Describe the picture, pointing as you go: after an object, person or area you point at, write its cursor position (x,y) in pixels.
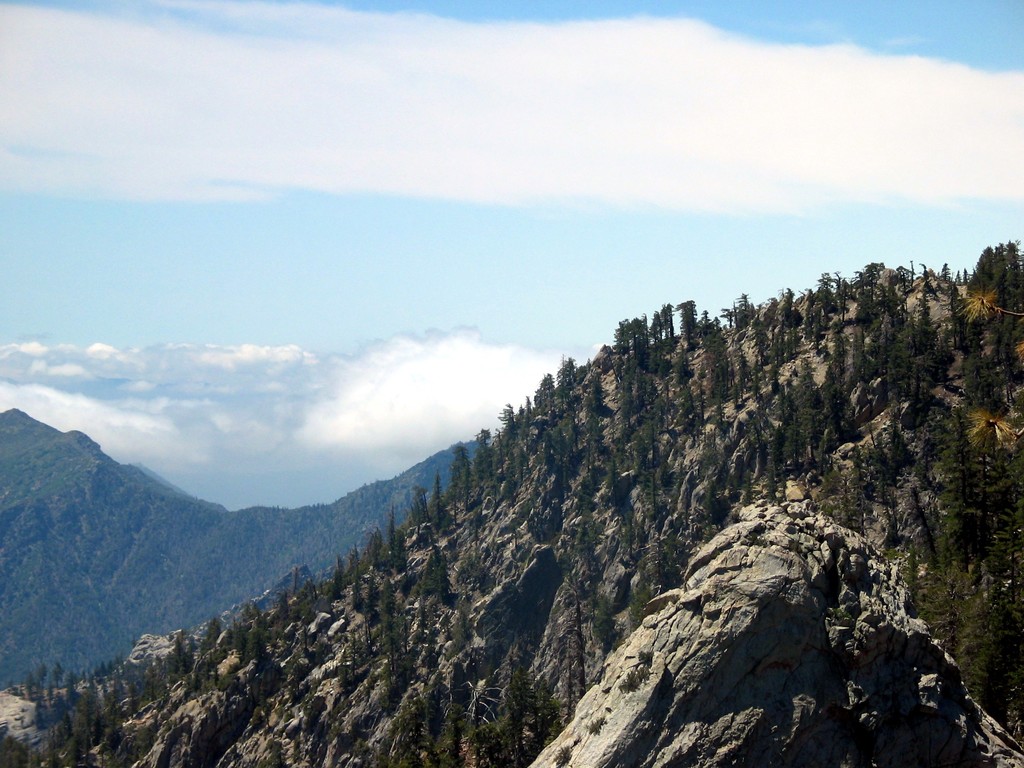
In this picture we can see trees (564,395) and hills (164,488). In the background of the image (518,234) we can see the sky (552,193) with clouds (547,196).
